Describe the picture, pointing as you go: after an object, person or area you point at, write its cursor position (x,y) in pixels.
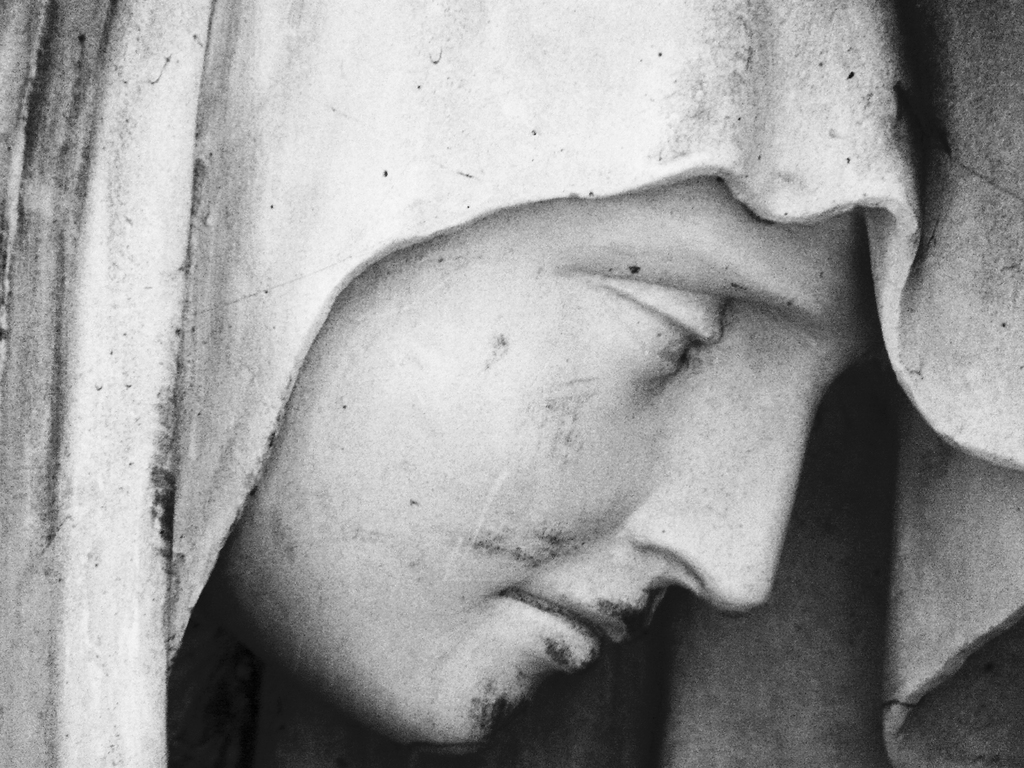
In this image there is a sculpture (485,332) of a person's face (551,429).
